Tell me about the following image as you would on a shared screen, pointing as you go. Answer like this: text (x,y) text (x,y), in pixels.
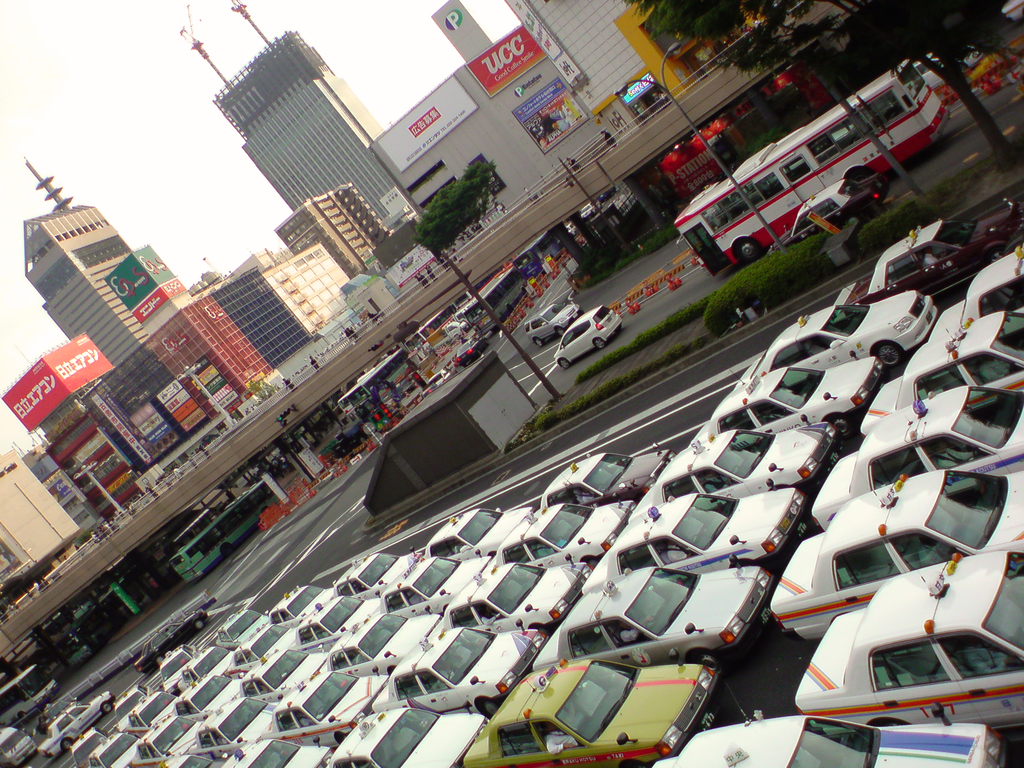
This picture is clicked outside. In the foreground (851,454) we can see the group of cars (508,677) seems to be parked on the road (231,554). In the center (522,429) we can see the group of vehicles (730,208), plants (784,250), trees (860,43), poles (904,170) and many other objects (305,499) and we can see the bridge (439,299), metal rods (297,378) and the buildings (167,330) and we can see the boards (74,377) on which we can see the text (50,388). In the background (121,112) we can see the sky (206,193) and many other objects (328,407).
